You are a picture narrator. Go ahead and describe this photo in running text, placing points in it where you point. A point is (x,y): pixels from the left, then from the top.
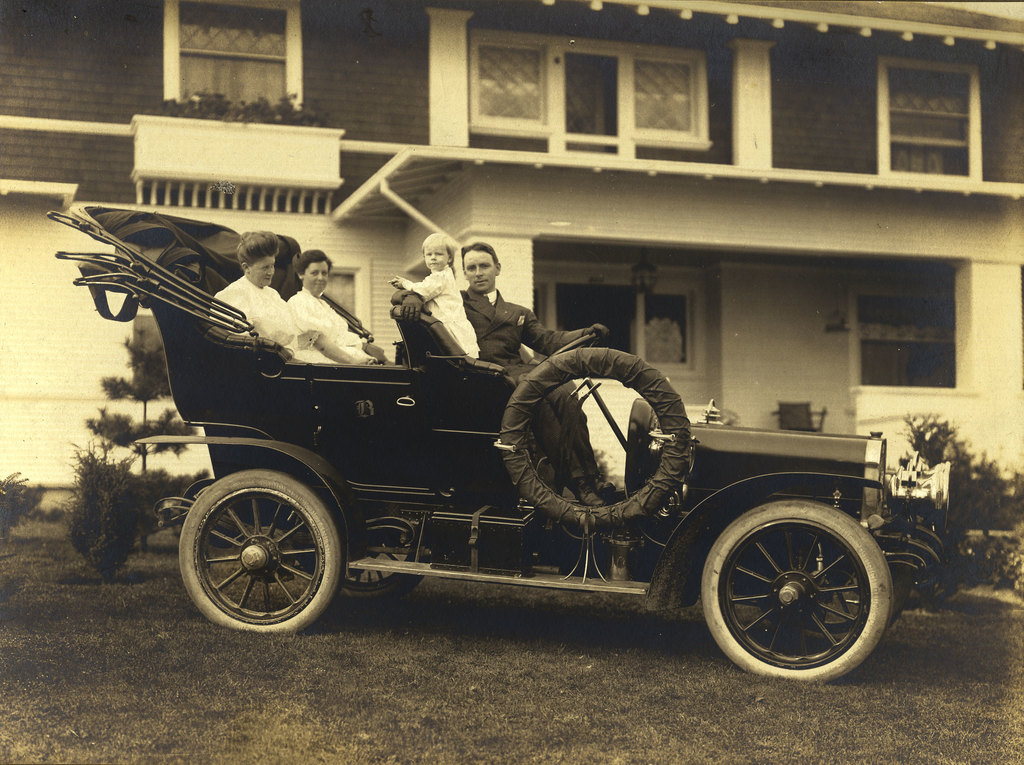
This picture is clicked outside the room. Here, we see four people (353,356) are sitting on a four wheeler (497,481) which is parked in the ground (192,649) or in the garden (236,635). The man (505,355) sitting in front seat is holding steering wheel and beside him, baby (440,269) is standing on the seat (438,339) and behind them, we see two women (252,279) sitting on the seat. Behind the four wheeler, we see shrubs (110,508) and plants (120,396) and behind that, we see the building (694,150) and also the windows (664,144) and doors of that house (789,296).
